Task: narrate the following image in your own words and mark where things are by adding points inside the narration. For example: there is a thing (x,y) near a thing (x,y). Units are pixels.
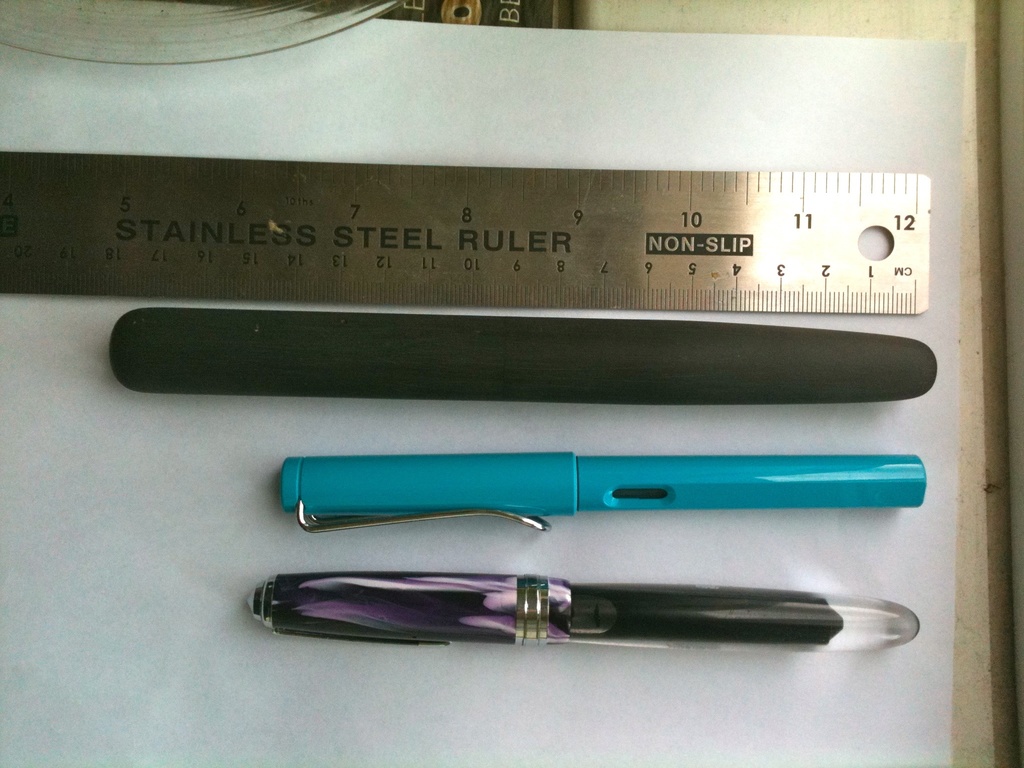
In the picture I can see pens (665,507), a scale (622,252), a white color paper (656,542) and some other objects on a object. I can also see something written on the scale (686,298).
